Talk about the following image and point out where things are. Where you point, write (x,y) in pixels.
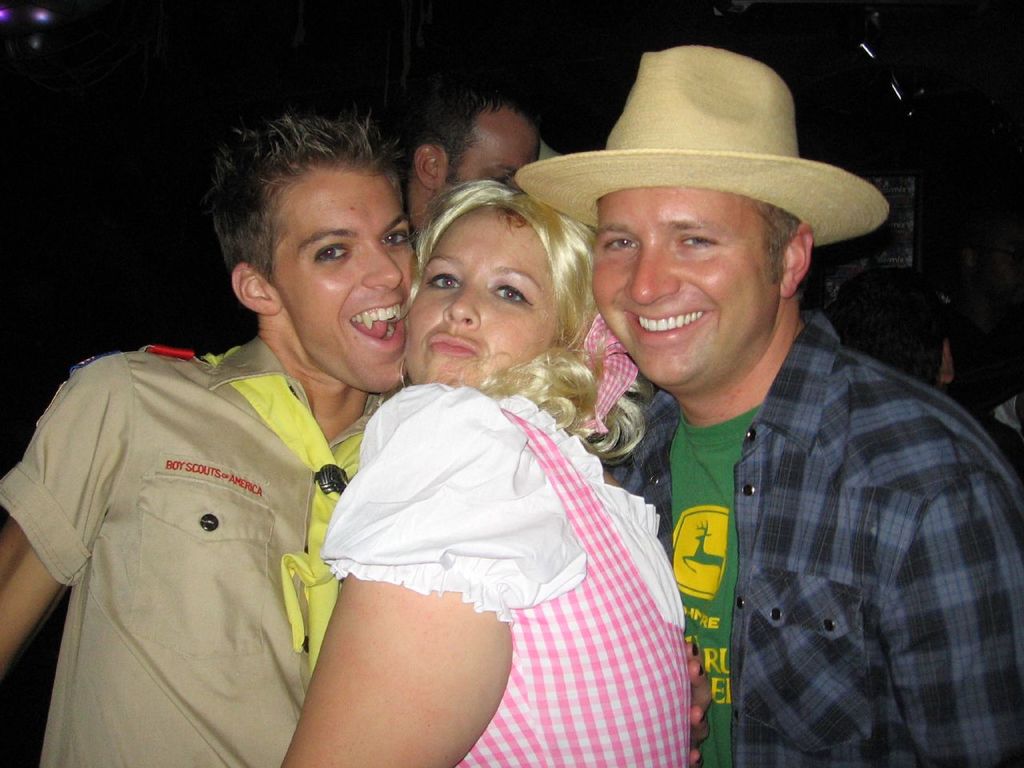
In front of the picture, we see three people (260,466) are standing. Out of them, two are men (316,407) and one is a woman (508,584). The woman (388,448) in white and pink dress (603,666) is posing for the photo. Beside her, the man (717,607) in green T-shirt (714,606) and blue shirt (815,507) is wearing a hat (709,156). He is smiling. Behind them, we see a man (460,149). In the background (204,137), it is black in color.
